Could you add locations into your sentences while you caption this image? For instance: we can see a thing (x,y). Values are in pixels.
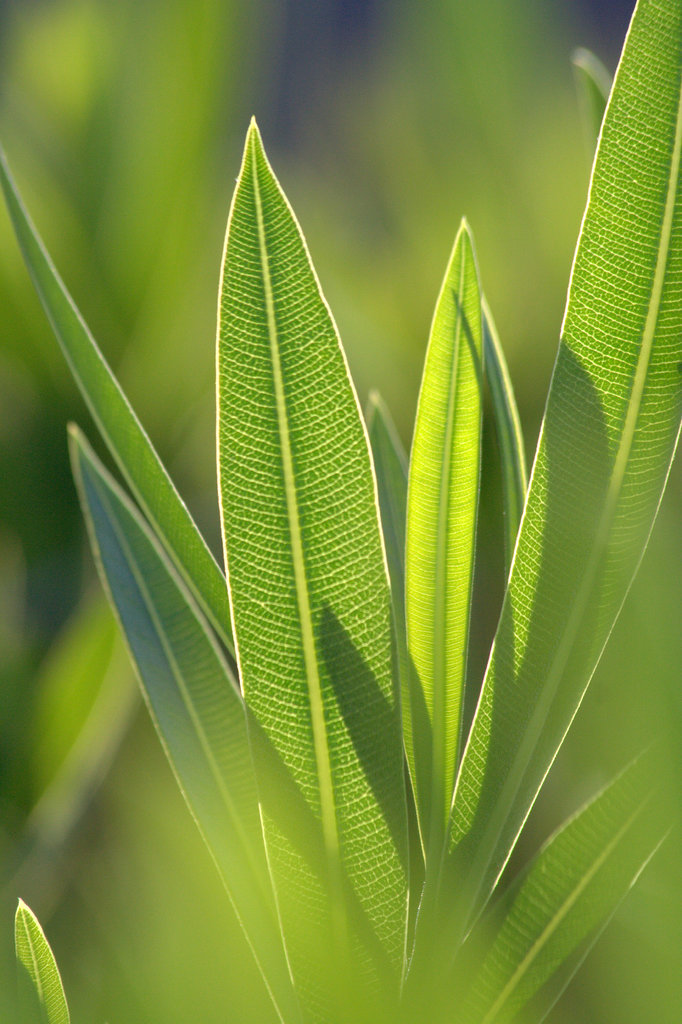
In this picture we can see the leaves (184,640) and the background (443,88) is blurred.
